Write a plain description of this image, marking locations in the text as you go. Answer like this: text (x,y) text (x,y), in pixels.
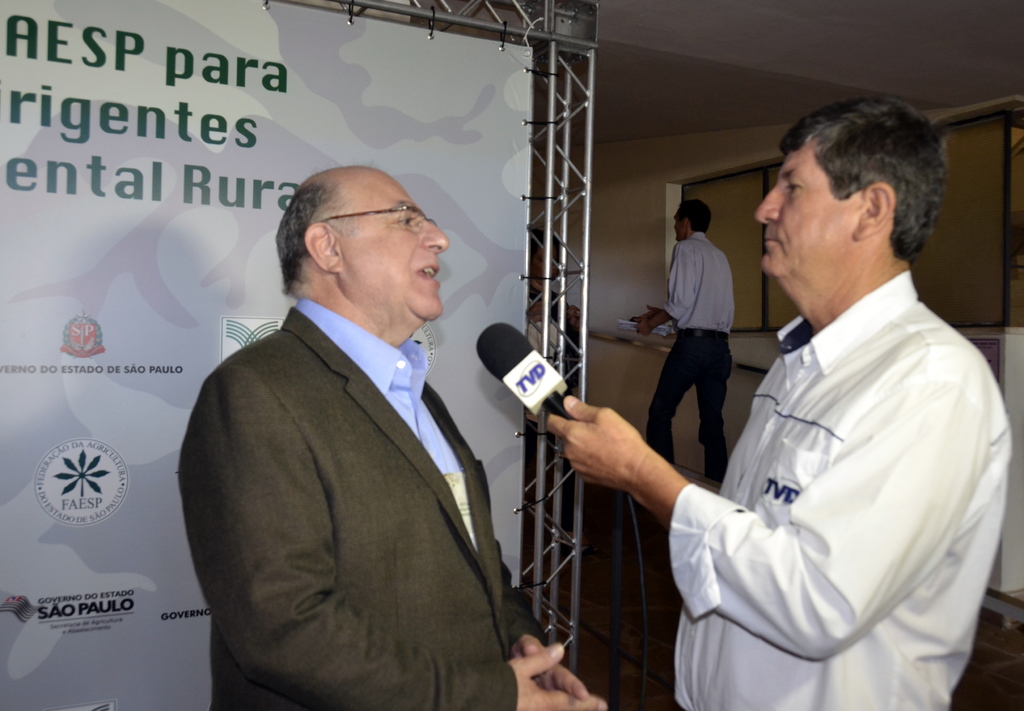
This picture describes about group of people (621,435), in the middle of the image (621,459) we can see two men (748,518), one is holding microphone (505,358) and another one is speaking in front of the microphone (561,381), behind to him we can see a hoarding (309,162) and metal rods (564,277).
